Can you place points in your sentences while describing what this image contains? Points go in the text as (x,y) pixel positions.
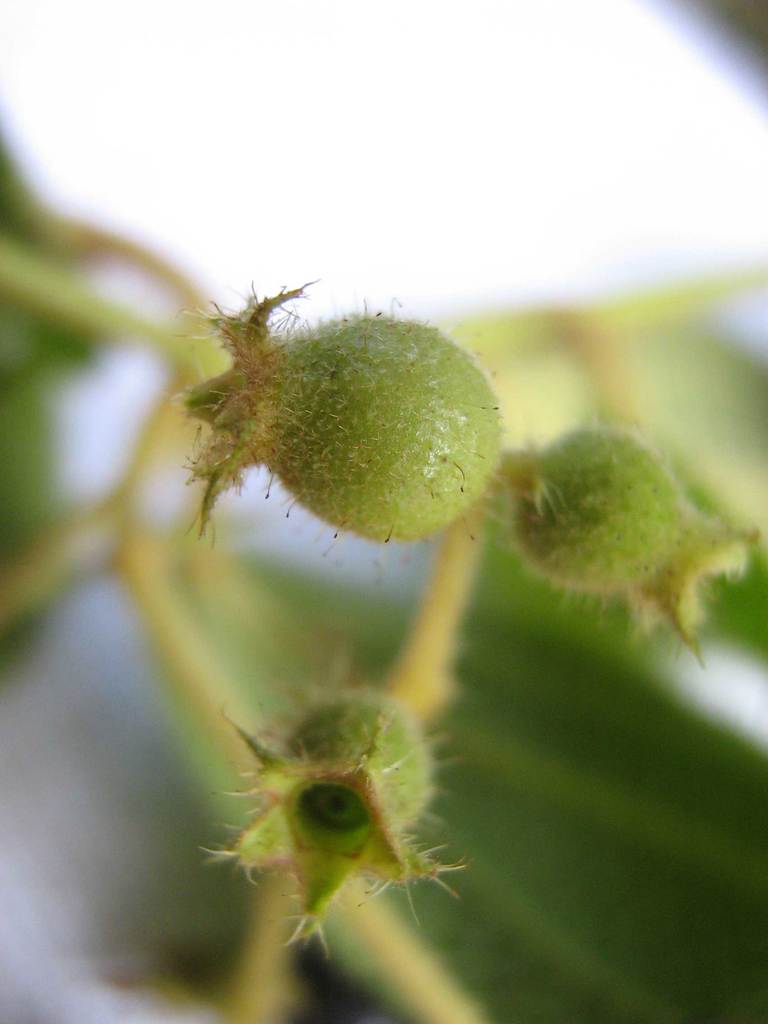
In this picture I can see a plant (592,608) with buds (234,381), and there is blur background (12,896).
